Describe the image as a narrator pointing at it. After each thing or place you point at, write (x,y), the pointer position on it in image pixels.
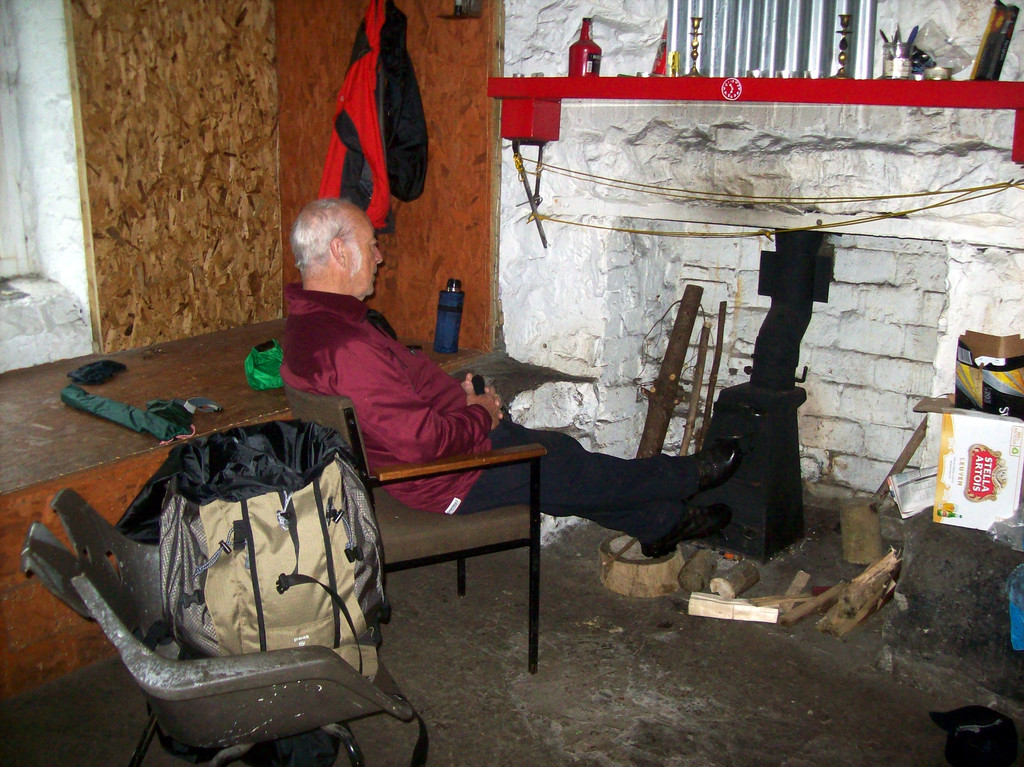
The person (474,504) is sitting in a chair (452,522). There is a table (220,364). There is a umbrella (178,400), some cloth (279,376) on a table (216,344). In the background (201,326) we can see wall (163,307), bottle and roof shelf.
